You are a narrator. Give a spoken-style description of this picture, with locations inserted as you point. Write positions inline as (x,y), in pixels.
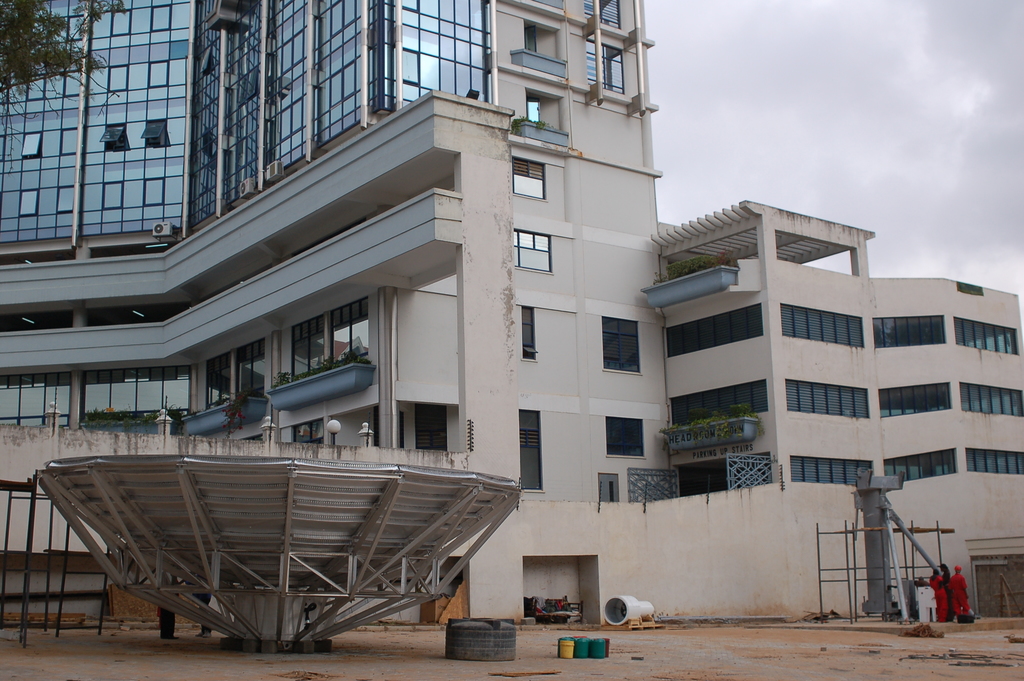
In this image I can see in the middle (472,413) there is a very big building (333,244) with glasses (229,186). On the right side (958,575) there are men (961,596) in red color dresses (964,587). At the top (821,119) it is the cloudy sky (787,120).
